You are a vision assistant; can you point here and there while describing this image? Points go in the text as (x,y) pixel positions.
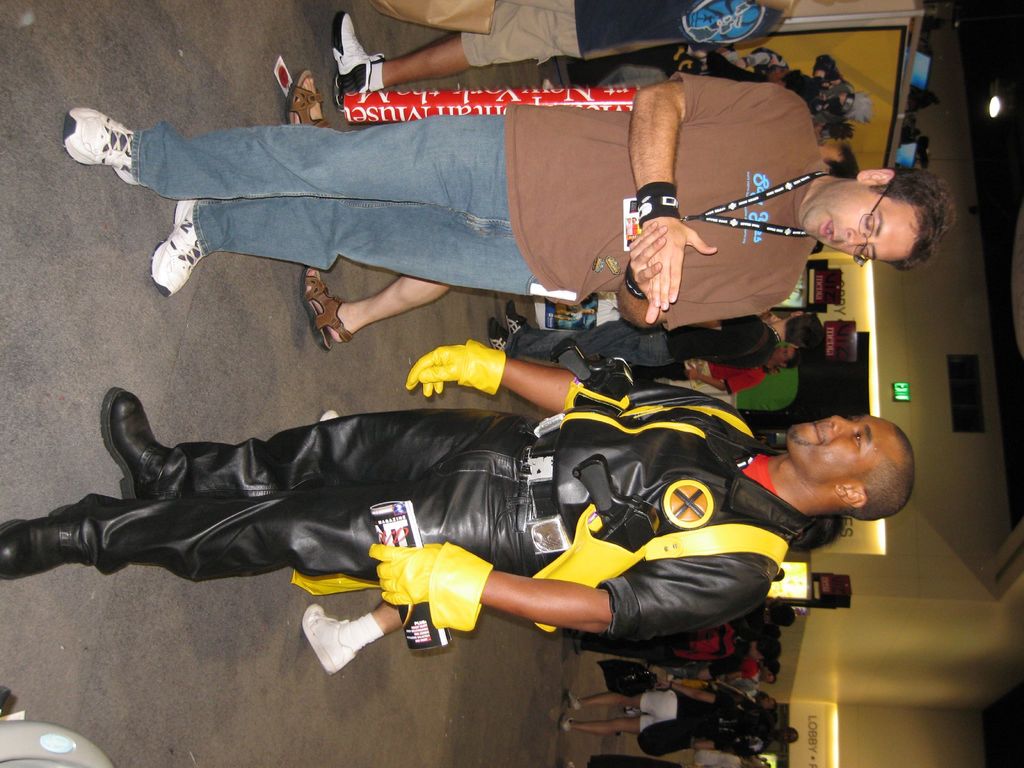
In this image I can see two persons (604,492) standing. The person (562,231) standing in front (639,265) wearing brown color shirt (586,244), blue color pant (440,182). The person (622,484) at right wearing black color dress (675,587), background (810,328) I can see few persons (790,357) standing, wall (852,297) in cream color.
